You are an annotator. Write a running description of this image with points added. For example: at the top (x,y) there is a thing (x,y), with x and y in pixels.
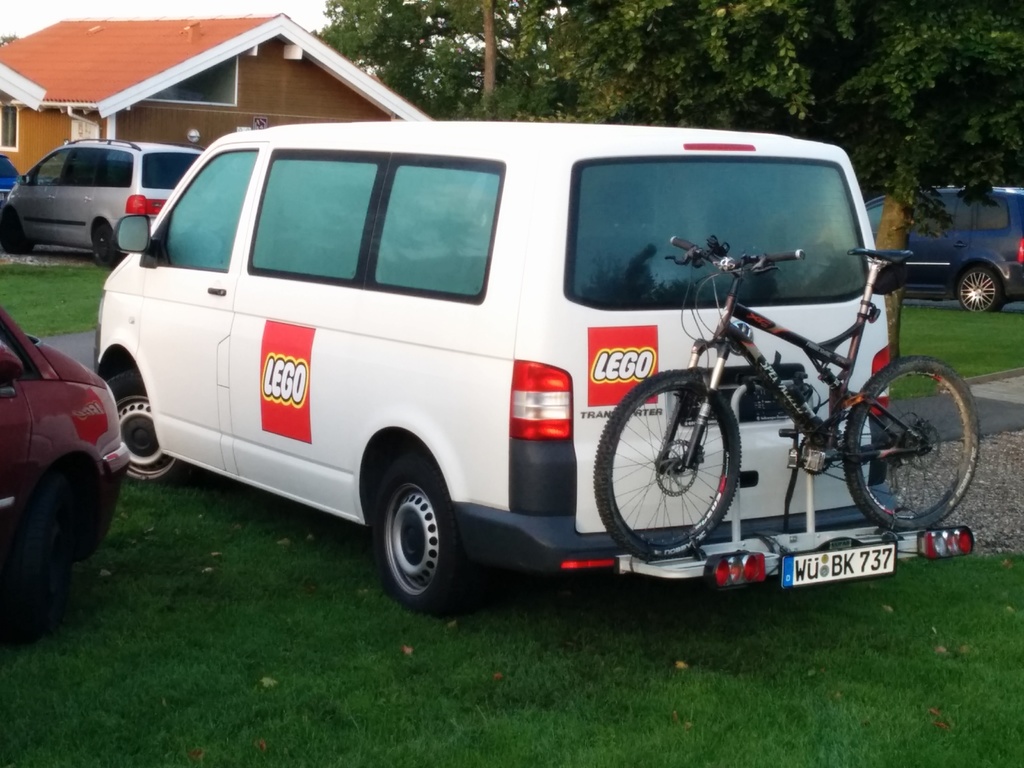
In this image there are cars (530,444) in the ground (169,501), beside the cars (445,258) there are trees (687,74), in the background (378,120) there is a house (265,121).
